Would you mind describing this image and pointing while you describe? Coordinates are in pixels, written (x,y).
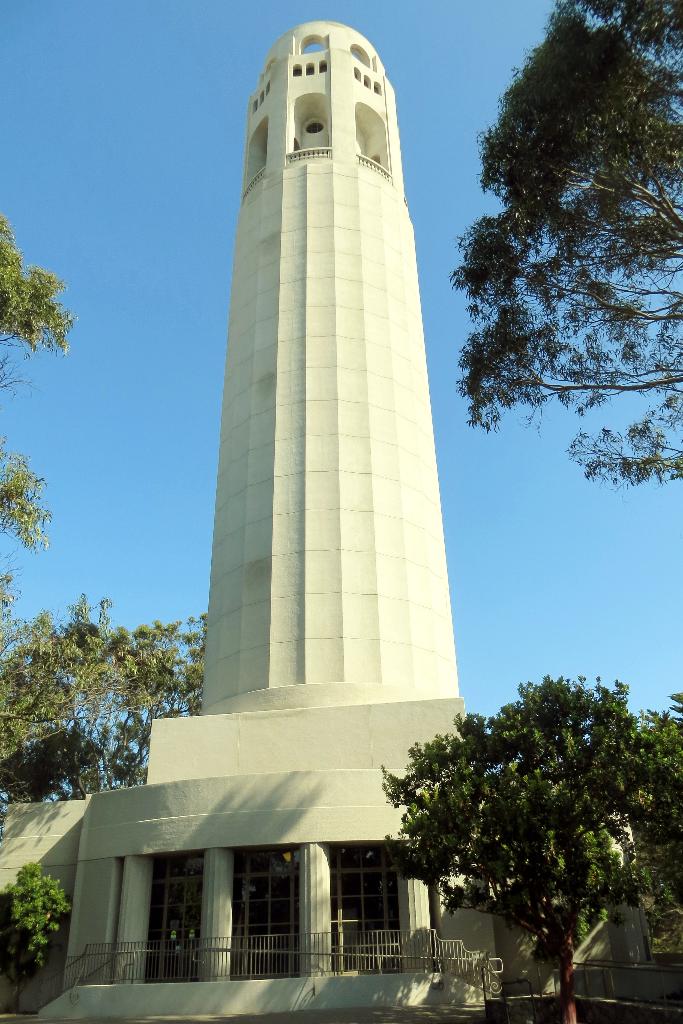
In this image there is a tower (275,680), in front of the tower (274,915) there are pillars (148,909) with metal rod fence (284,955) and trees (531,837).
